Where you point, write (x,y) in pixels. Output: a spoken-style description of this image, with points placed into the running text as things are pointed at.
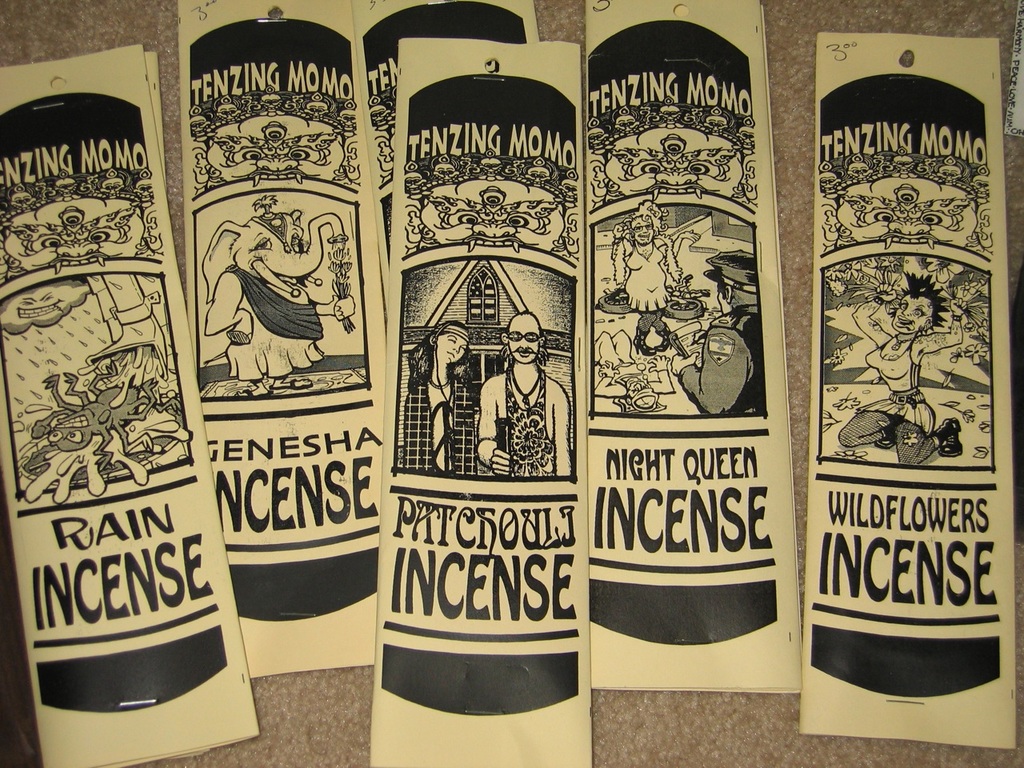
In this image there are incense packets (405,346) on a brown surface (66,40). We can see images (229,235) and something is written in the packets (295,342).
